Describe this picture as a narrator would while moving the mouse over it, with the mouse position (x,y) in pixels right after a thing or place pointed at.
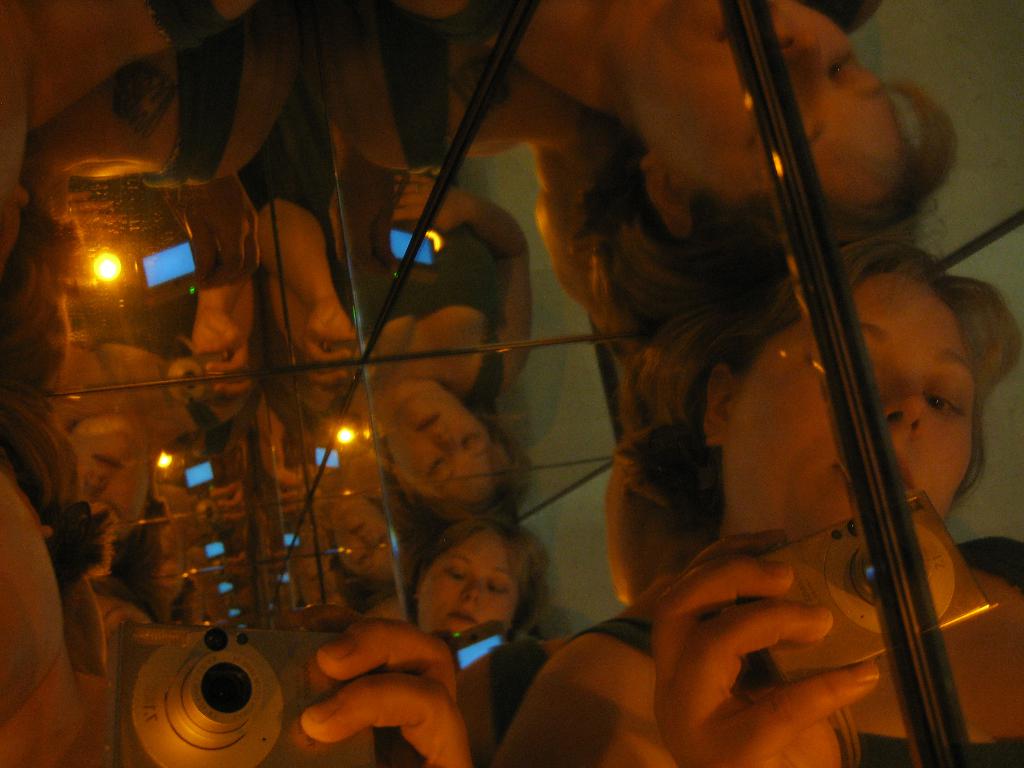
This image is taken indoors. This image is a little blurred. In this image a woman (731,529) is holding a camera (252,667) in her hand (341,663).
